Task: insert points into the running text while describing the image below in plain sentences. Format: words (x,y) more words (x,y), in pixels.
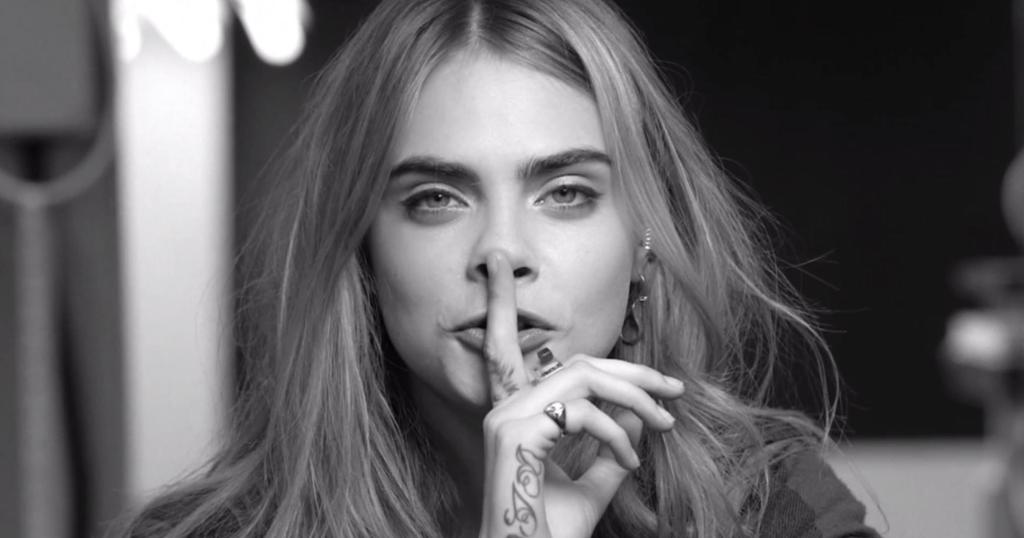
It is the black and white image in which there is a girl (504,365) in the middle (489,350) who kept her finger (527,387) on her mouth (532,346). In the background (204,111) it is blur.
